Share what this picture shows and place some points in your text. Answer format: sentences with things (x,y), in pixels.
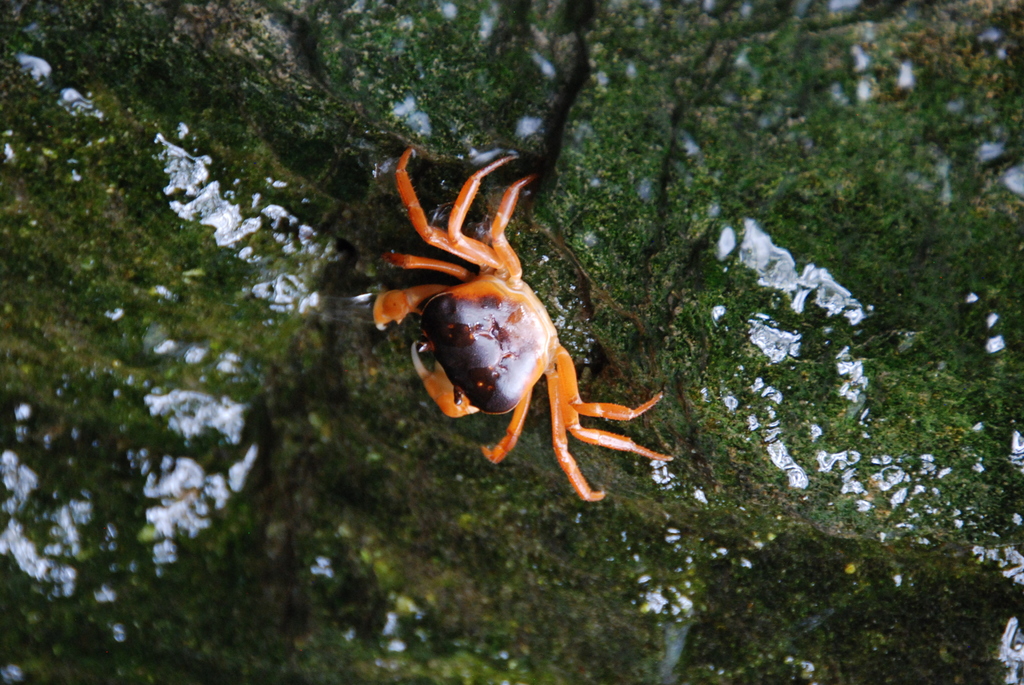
In the center of the image (558,405) we can see one crab (562,433), which is in orange and brown color. In the background (915,125) we can see a rock (551,172) and moss (611,344).
